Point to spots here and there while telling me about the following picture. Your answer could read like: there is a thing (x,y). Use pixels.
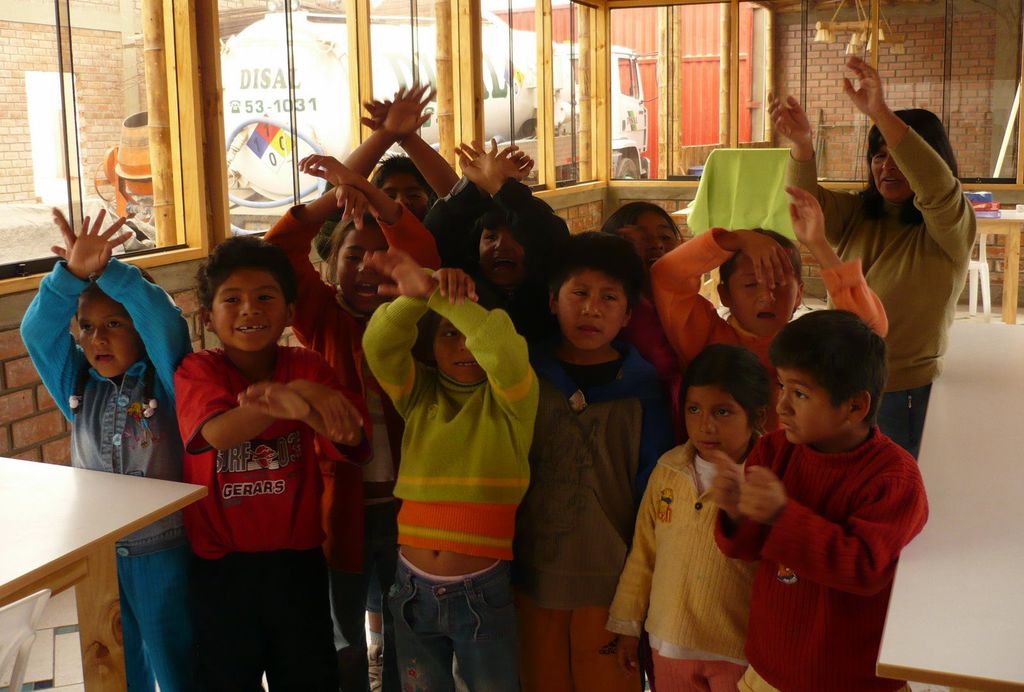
In the middle of the image (445,456) a few people (650,339) are standing and smiling. Right side of the image (843,194) a woman (925,142) is standing and watching. Top right side of the image (897,74) there is a brick wall (903,44). At the top of the image (611,57) there is a vehicle (262,100). Bottom left side of the image (181,499) there is a table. Bottom right of the image (908,613) also there is a table (994,618).
